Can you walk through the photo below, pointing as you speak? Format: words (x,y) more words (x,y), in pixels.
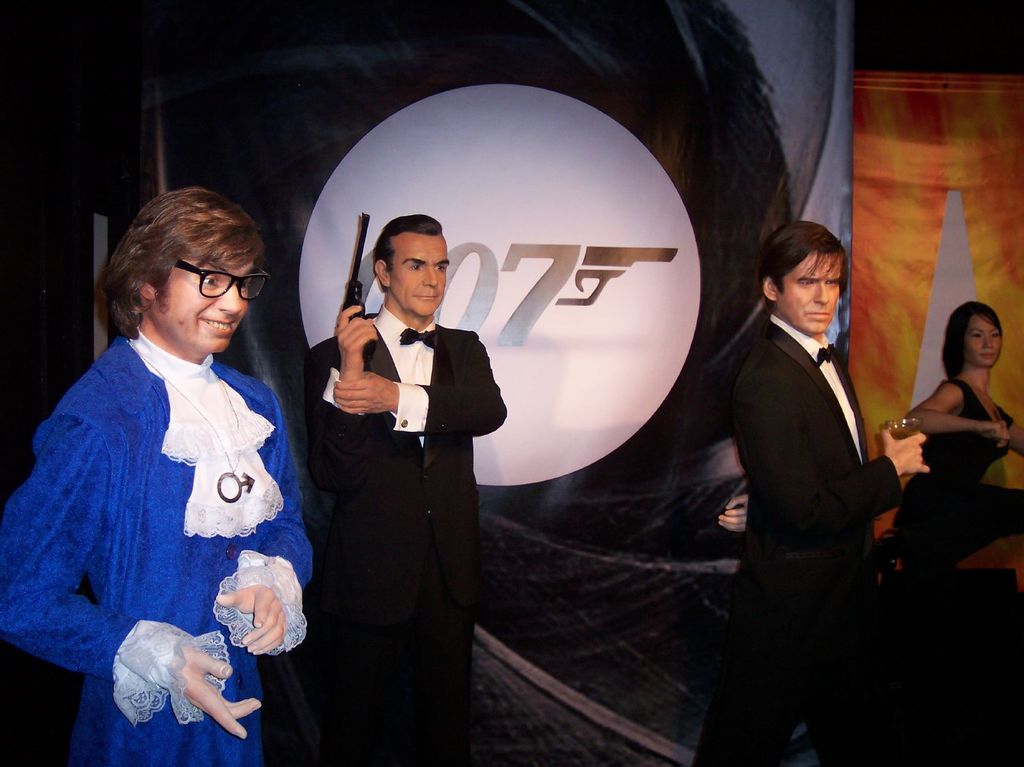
This image is taken indoors. In the background (659,154) there is a banner (287,129) with a text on it. On the left side of the image (212,257) a man (232,285) is standing on the floor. On the right side of the image (984,312) there is a woman (932,415) and a man (905,458) and a man (905,458) is holding a glass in his hands (898,469). In the middle of the image (463,372) a man (374,637) is standing on the floor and he is holding a gun (354,273) in his hands (344,315).
